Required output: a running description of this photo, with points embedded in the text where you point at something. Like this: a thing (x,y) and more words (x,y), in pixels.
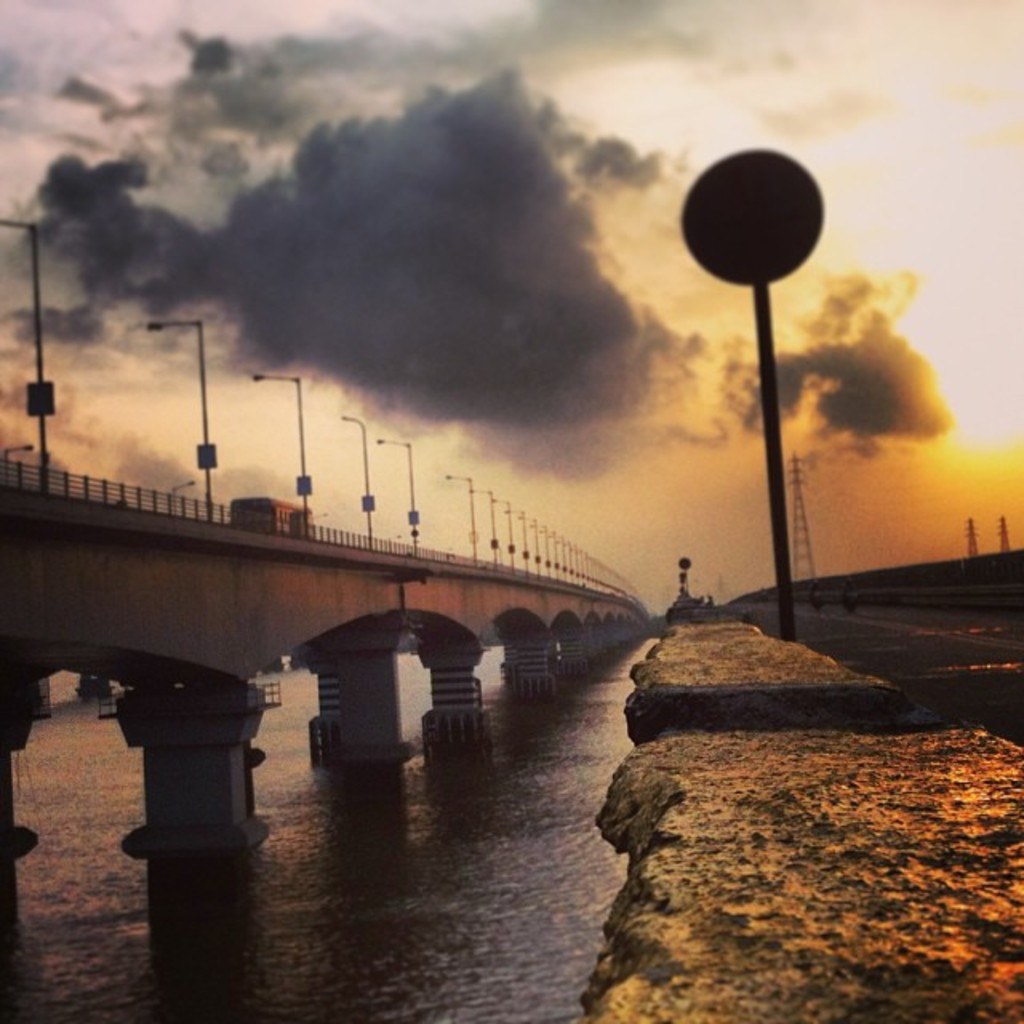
In this image, we can see the bridge (433,607) with an object (279,517). We can see some poles (304,510). We can see the ground (855,995) with some objects (995,589). We can also see some water (270,896) with a few objects (224,823). We can see some towers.
